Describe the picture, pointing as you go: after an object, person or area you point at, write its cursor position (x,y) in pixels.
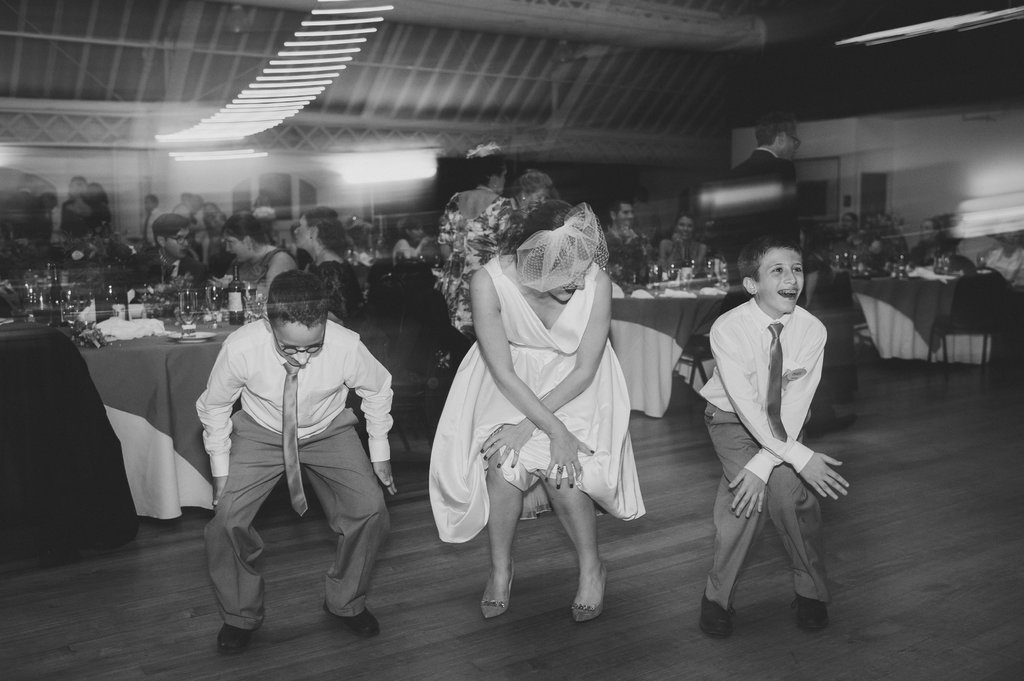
It is the black and white image in which there is a girl (559,324) in the middle (567,320) who is dancing. Beside her there are two boys (729,429) who are also dancing by laughing. In the background (173,272) there are few people (266,273) sitting around the tables (216,333). On the table (149,303) there are glasses (189,304) and wine bottles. At the top (255,127) there are lights (258,119).
